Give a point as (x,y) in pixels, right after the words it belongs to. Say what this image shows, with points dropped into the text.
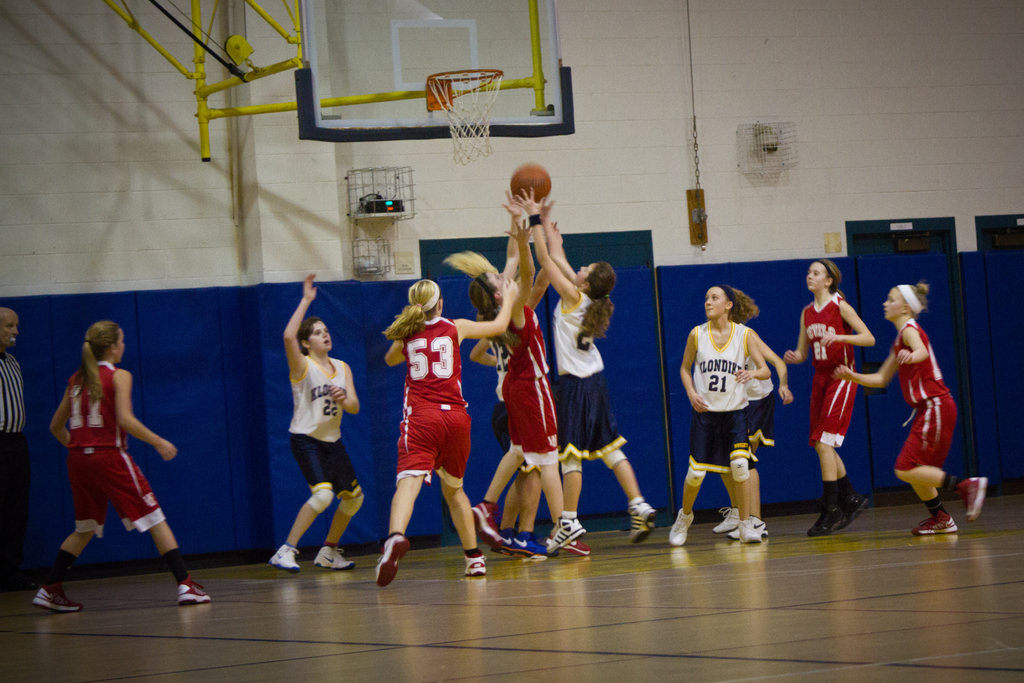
In this image there are a group of people (518,426) who are playing basketball, and there is one ball (533,165). In the background (458,73) there is pole (458,87), net (473,90), boards (1015,375) and some objects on the wall (338,241). At the bottom (285,598) there is floor (821,604).
